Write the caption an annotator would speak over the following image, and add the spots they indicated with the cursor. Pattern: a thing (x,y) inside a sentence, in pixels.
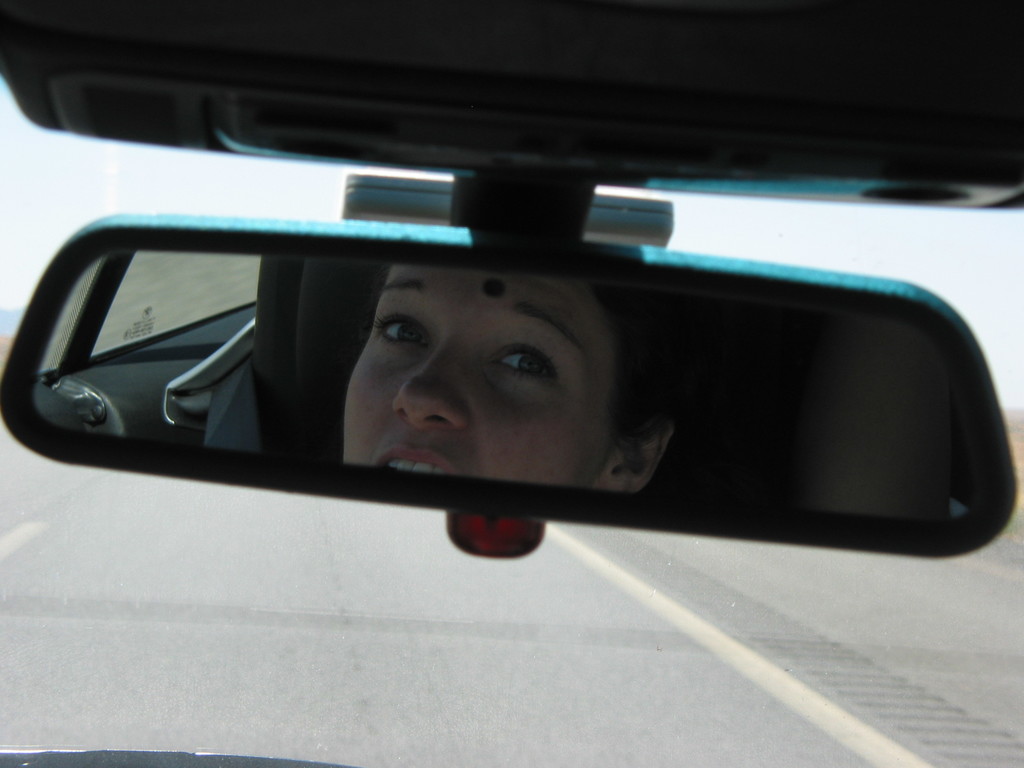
In this image I can see a mirror (537,309) and on it I can see reflection (399,362) of a woman's face (368,375). In the background (418,675) I can see the road (333,599).
